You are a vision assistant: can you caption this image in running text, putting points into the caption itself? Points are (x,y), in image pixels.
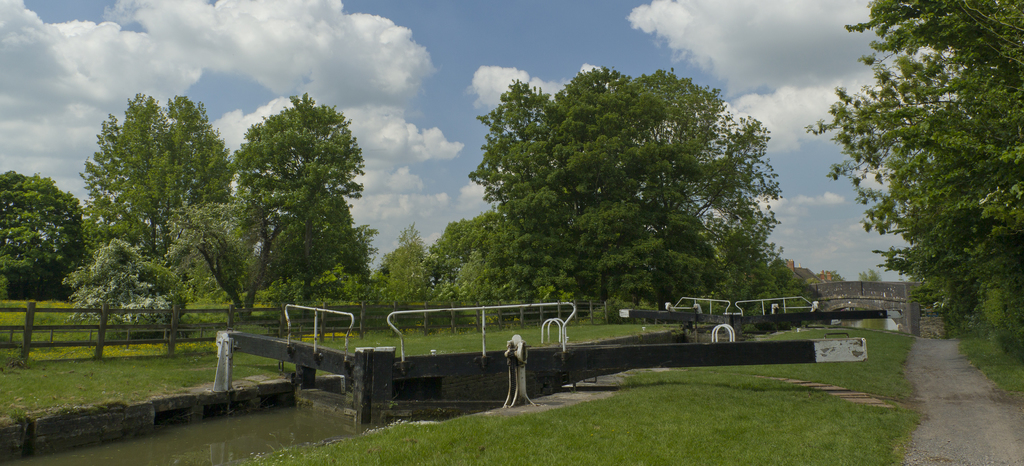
This picture shows few trees (728,262) and we see a canal (194,416) and a bridge (869,306) and we see a wooden fence (340,326) and grass (554,416) on the ground (649,424) and a blue cloudy sky (472,75).
